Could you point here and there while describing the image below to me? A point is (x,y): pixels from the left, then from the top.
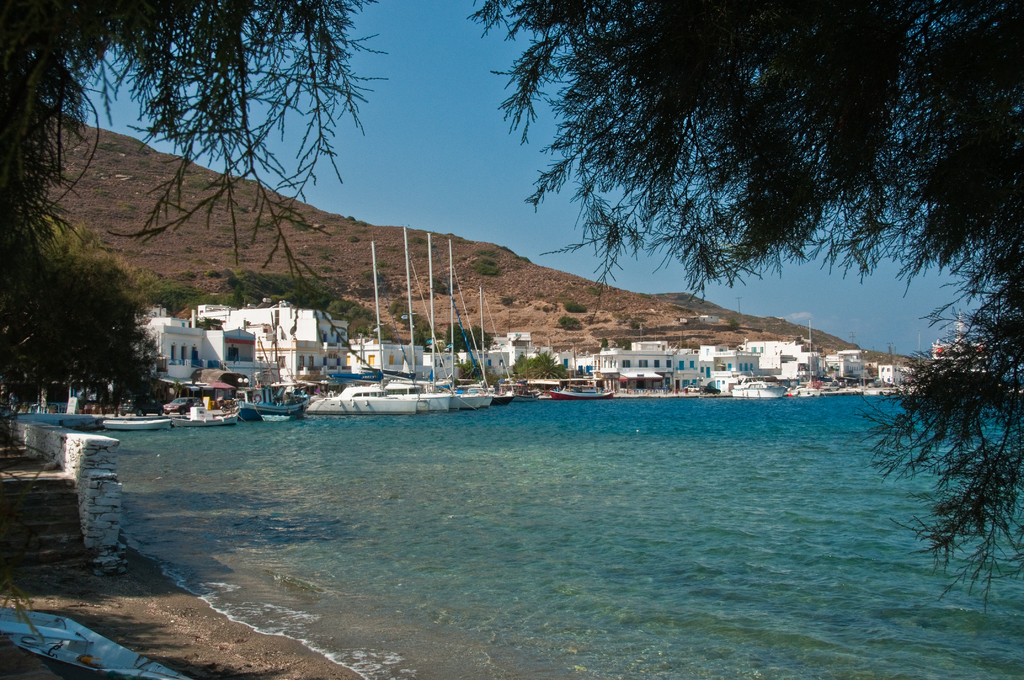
In this image I can see few boats (342,400) in water (489,476), they are in white color and the water (795,485) is in blue color. At back (183,332) I can see few building (261,316) in white color, trees (283,282) in green color and sky (383,157) in blue color.
